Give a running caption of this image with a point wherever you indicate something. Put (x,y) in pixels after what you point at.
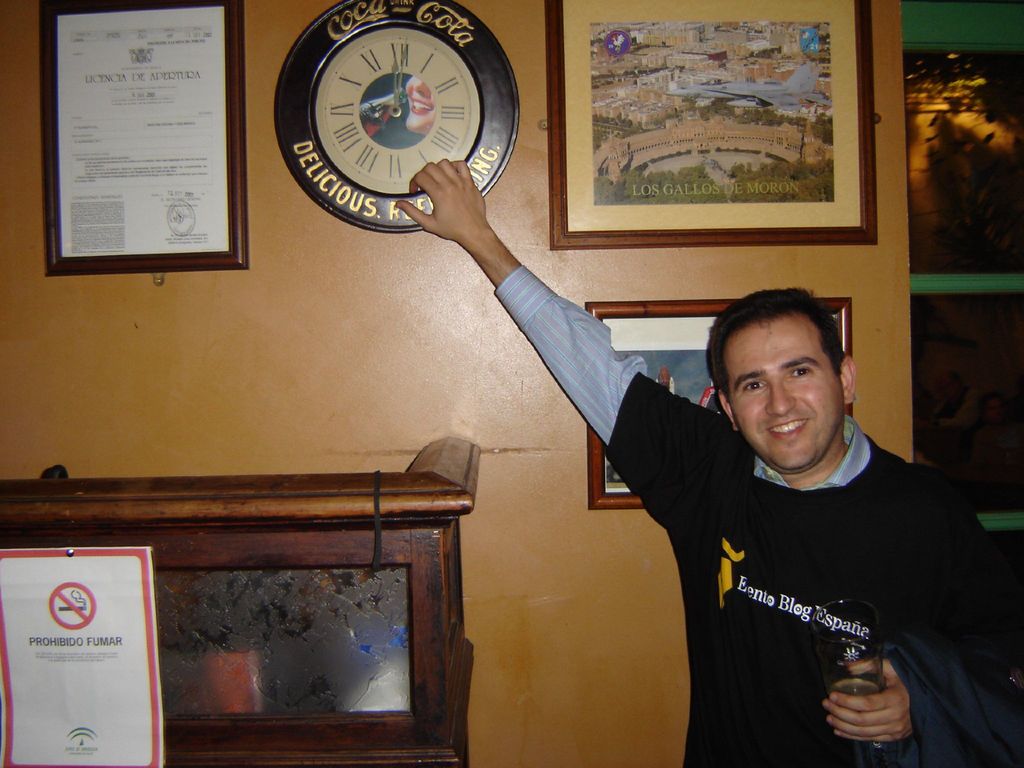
In the image there is a man (798,452) standing on right side (830,516) in black t-shirt (663,500) holding glass (865,648) in one hand (865,657) and holding a watch (313,95) in another hand (470,217) which is on wall (322,323) with photo frames (146,119) on either side of it and a cupboard (254,550) below it with a caution board (61,626) on it.
